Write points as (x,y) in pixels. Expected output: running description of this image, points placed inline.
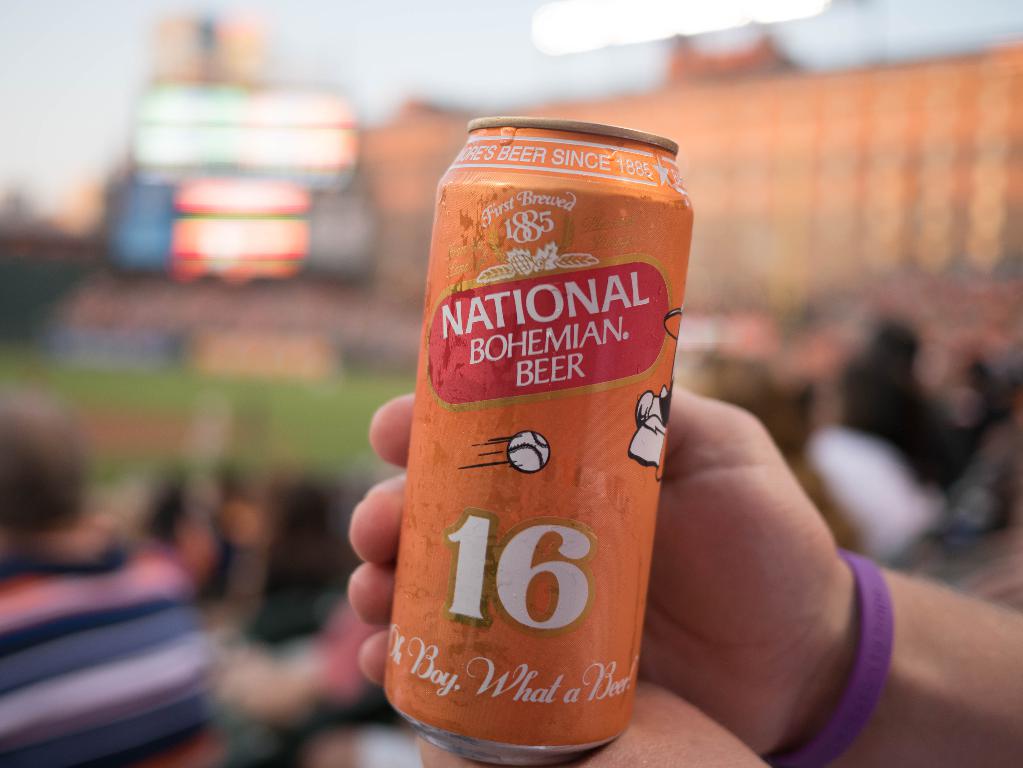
In this picture we can see a person's hand (757,505) who is holding orange color can (569,517). In the background (924,157) we can see building (936,149), screen (236,232), ground (327,429) and trees (41,316). Here we can see audience (198,571) watching the game. At the top (360,24) there is a sky (364,26).
